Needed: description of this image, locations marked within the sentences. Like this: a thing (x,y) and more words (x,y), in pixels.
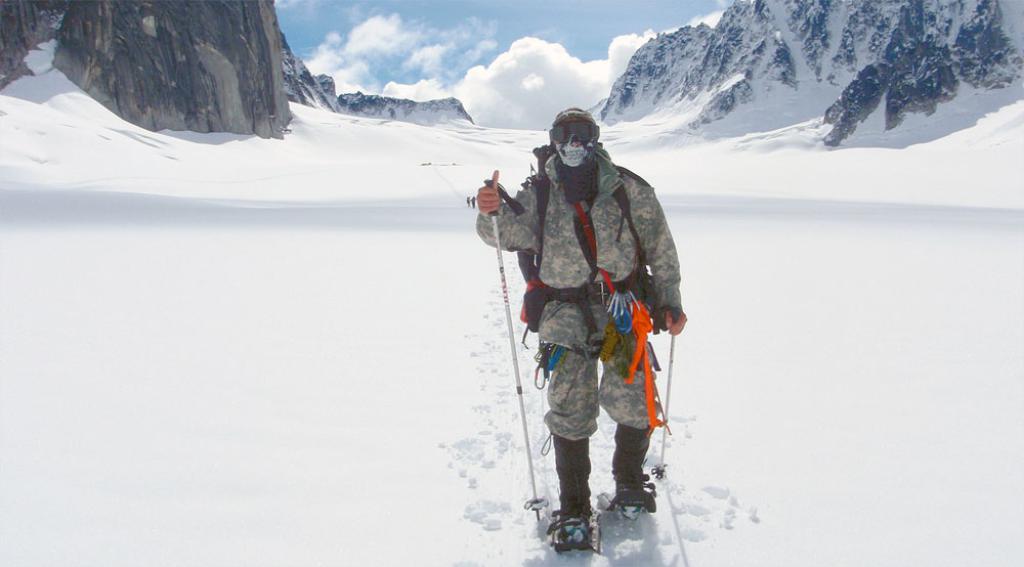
In this picture I can see there is a man (571,494) walking, he is wearing glasses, a mask (587,168), he is holding ski sticks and there is snow (339,276) on the floor (360,294). There is a mountain (836,67) at left (217,110) and right sides. The sky (392,62) is cloudy.
